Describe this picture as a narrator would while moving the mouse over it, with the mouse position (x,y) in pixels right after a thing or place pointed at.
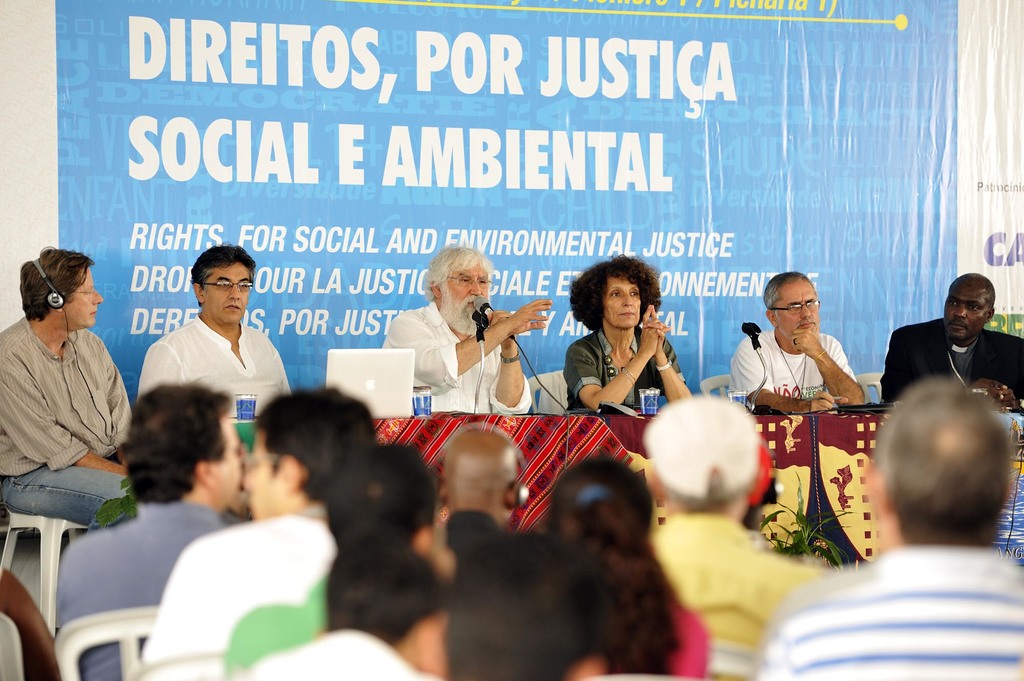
In this image there are six persons (481,391) sitting on a stage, in front of them there is a table (396,429), on that table (384,435) there are glasses (645,403), laptop (393,382) and mics (764,365), in front of them people (610,525) are sitting on chairs (134,641), in the background (129,78) there is a banner (1008,287) on that banner (362,29) there is text (394,170).
